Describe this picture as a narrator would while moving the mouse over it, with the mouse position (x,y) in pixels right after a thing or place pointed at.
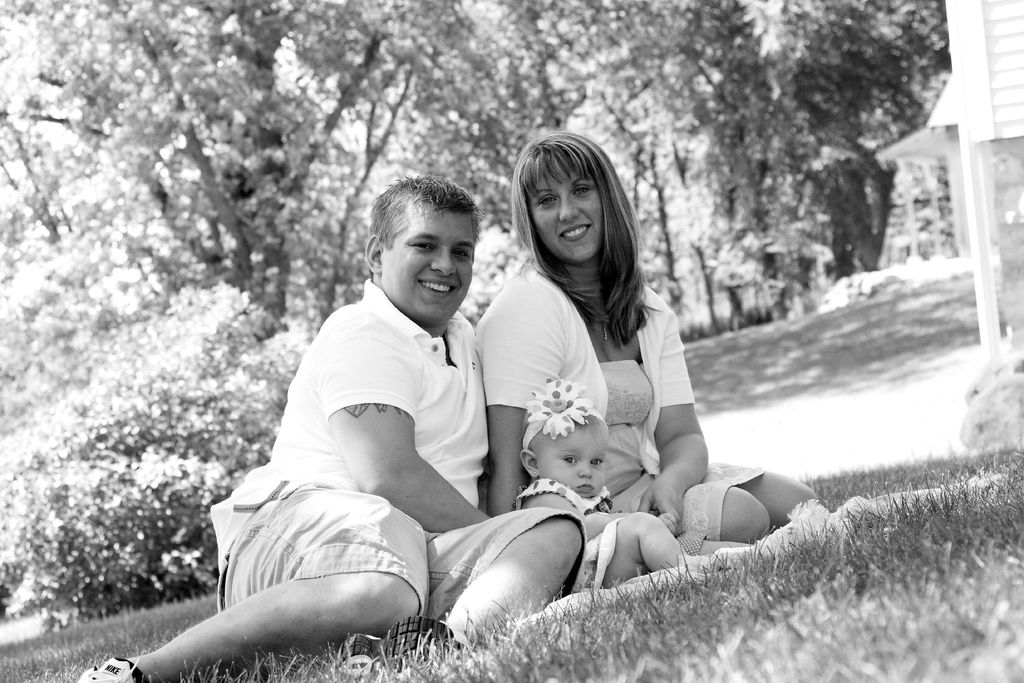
This is a black and white image. In this image we can see two people (447,589) sitting on grass (937,578). There is a baby (600,461). In the background of the image (261,319) there are trees (19,322). At the bottom of the image (740,622) there is grass (805,648).
